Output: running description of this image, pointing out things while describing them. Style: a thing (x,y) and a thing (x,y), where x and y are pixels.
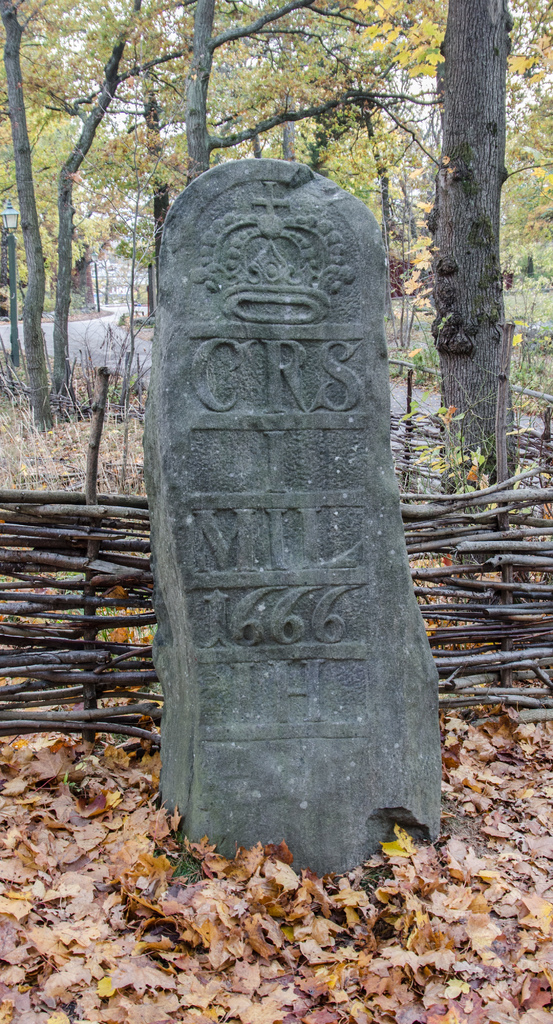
In this image we can see a carved stone (267,674), dried leaves (276,872) on the ground (299,895), wooden fence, trees (407,253), roads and sky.
